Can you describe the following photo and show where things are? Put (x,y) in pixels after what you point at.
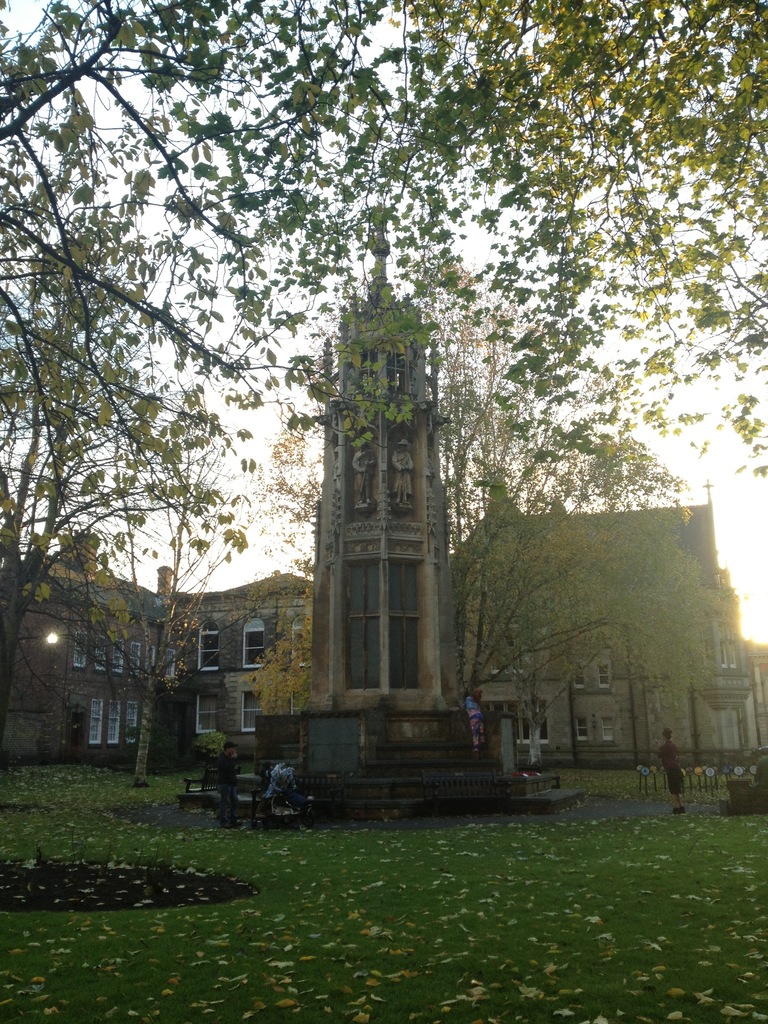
In the center of the image (320,646) we can see a concrete structure (346,616) with the statues (359,449). In the background (167,675) we can see the buildings (584,725). We can also see the trees (214,289), grass (227,991), dried leaves (702,995), benches (191,782) and also some other objects (648,770). We can also see the people (672,779). Sky (759,571) is also visible in this image and this image is taken during the sunset time.
